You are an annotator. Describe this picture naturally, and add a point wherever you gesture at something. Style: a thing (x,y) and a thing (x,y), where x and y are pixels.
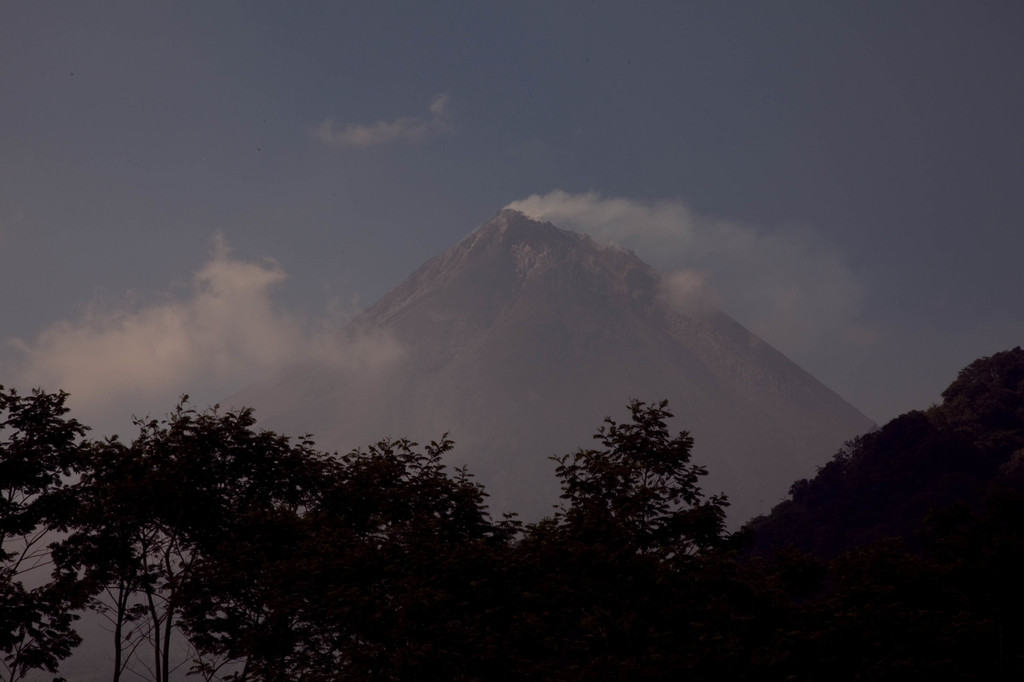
In this picture I can see trees (711,520), hill (644,384) and a blue cloudy sky (657,218) in the background (667,236).
